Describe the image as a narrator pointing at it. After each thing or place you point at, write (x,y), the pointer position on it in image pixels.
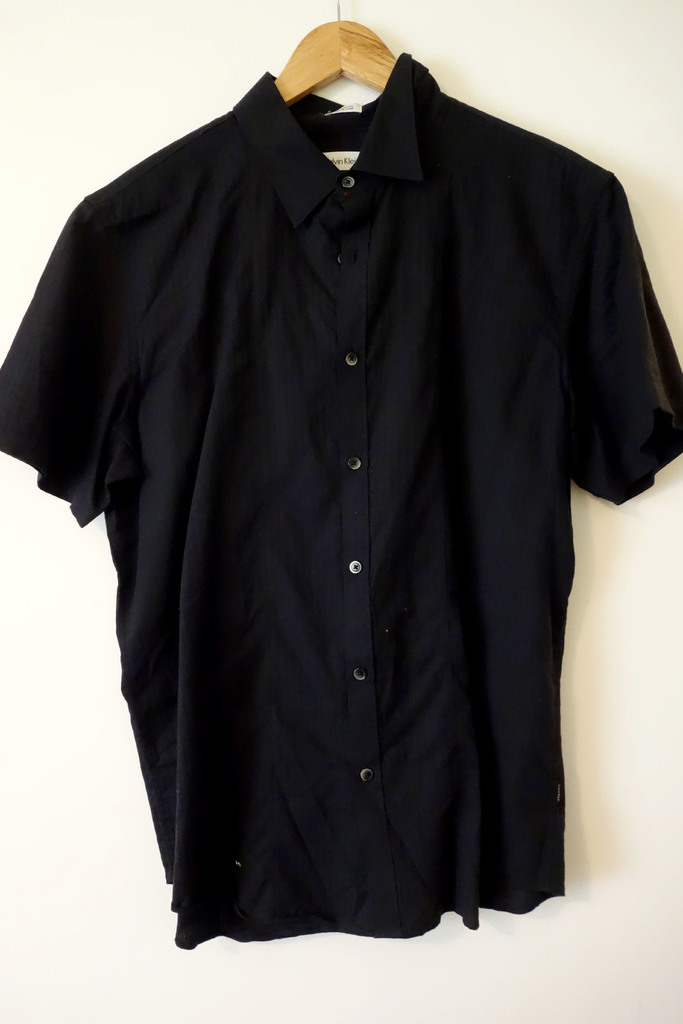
In this image there is a shirt (291,383) to a hanger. Behind it there is a wall (635,659).
